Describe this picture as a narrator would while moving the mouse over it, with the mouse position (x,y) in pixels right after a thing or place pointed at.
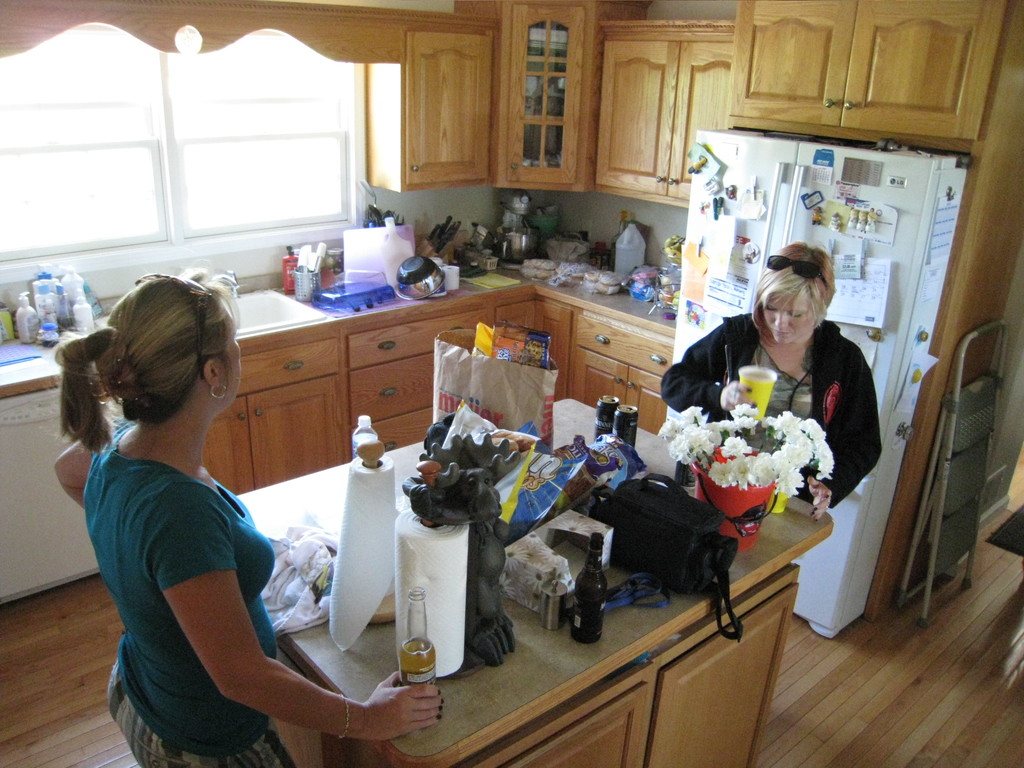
In this picture there are two women (205,591) standing and holding different objects (409,639) and we can see tins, bottle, tissue rolls (440,552), bags (697,537), flowers (716,475) and objects (537,479) on the table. We can see stickers (730,250) attached to the refrigerator (931,209), bottles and objects (389,229) on shelf (448,304), cupboards (482,304), floor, sink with tap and glass window (344,178).
